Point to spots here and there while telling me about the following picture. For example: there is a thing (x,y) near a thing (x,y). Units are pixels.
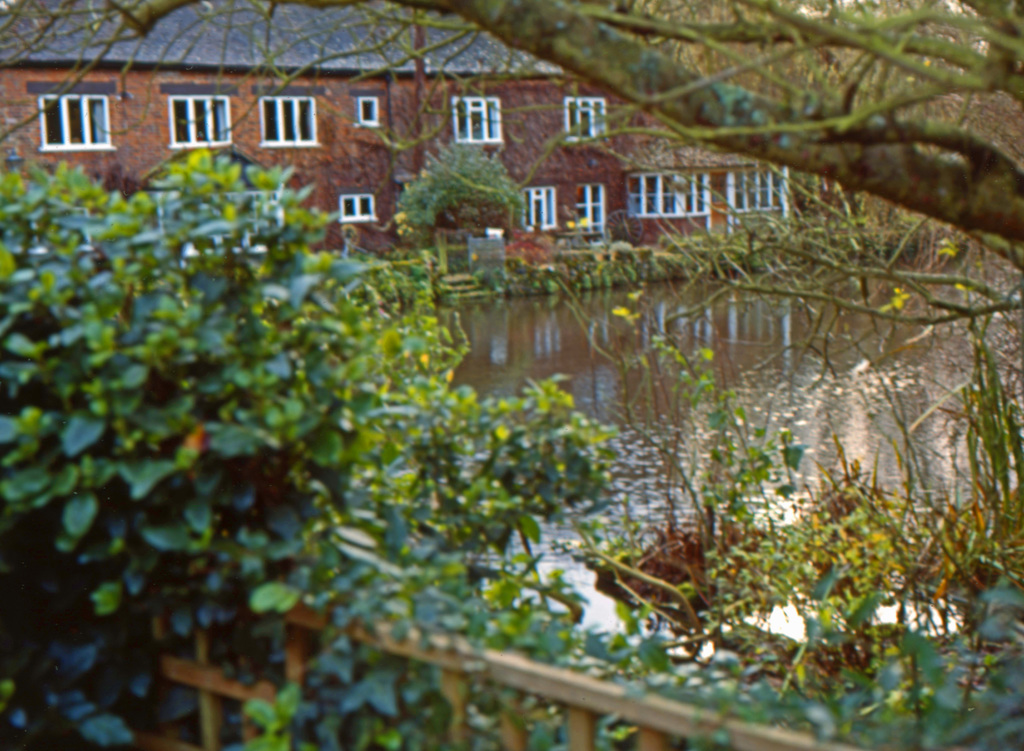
We can see tree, plant (217,374), grass (978,398), fence (459,706) and water (616,442). In the background (449,126) we can see building (558,161), windows (468,135) and tree (436,209).
